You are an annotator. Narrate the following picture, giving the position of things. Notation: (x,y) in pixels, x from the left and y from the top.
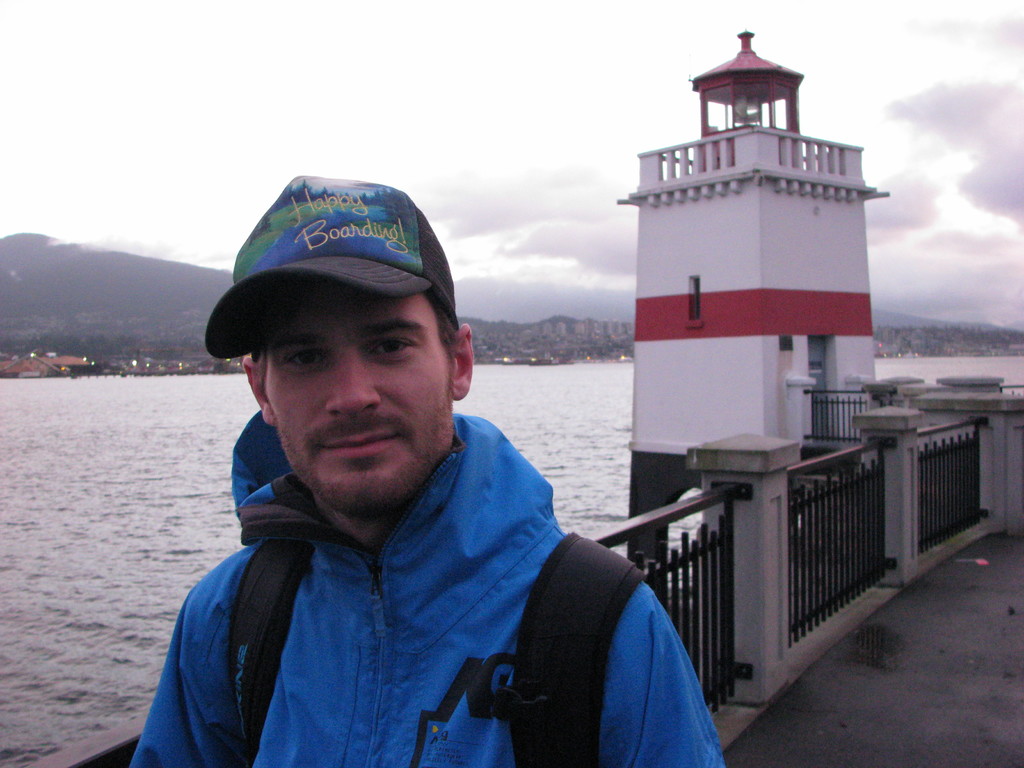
In this image we can see a man (355,636) standing. He is wearing a blue jacket (412,603). On the right (811,401) there is a lighthouse (722,399). In the center (577,468) we can see a fence (792,511) and river (608,494). In the background (88,346) there are hills (117,266) and sky (421,113).
